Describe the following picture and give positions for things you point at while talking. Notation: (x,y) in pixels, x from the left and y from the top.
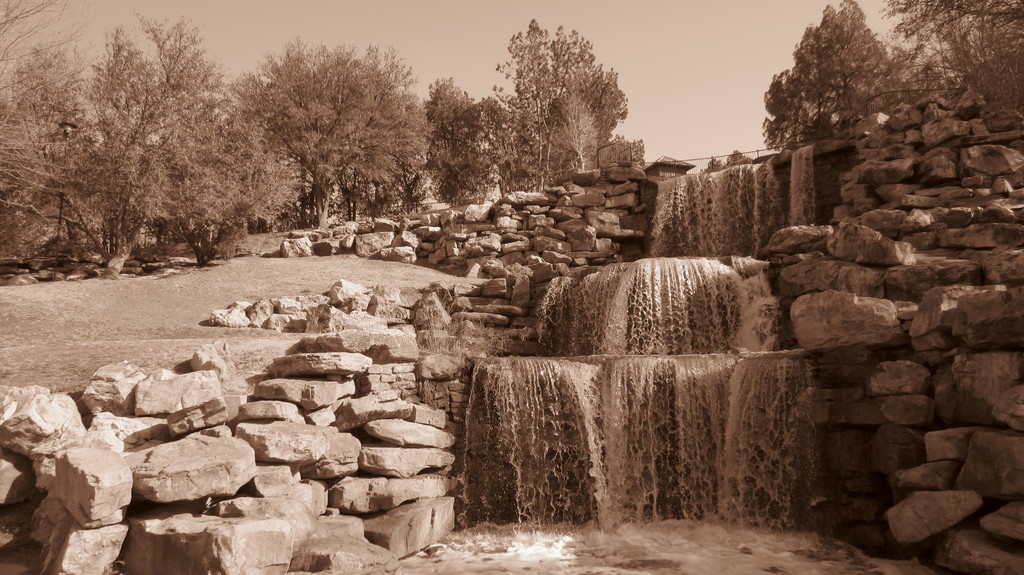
In this image we can see the waterfall (688,328). On the right (1012,261) we can see stones (966,271). In the background (815,77) we can see the hut (680,170), building (659,174), fencing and trees (595,124). At the top (556,18) there is a sky (405,29).
